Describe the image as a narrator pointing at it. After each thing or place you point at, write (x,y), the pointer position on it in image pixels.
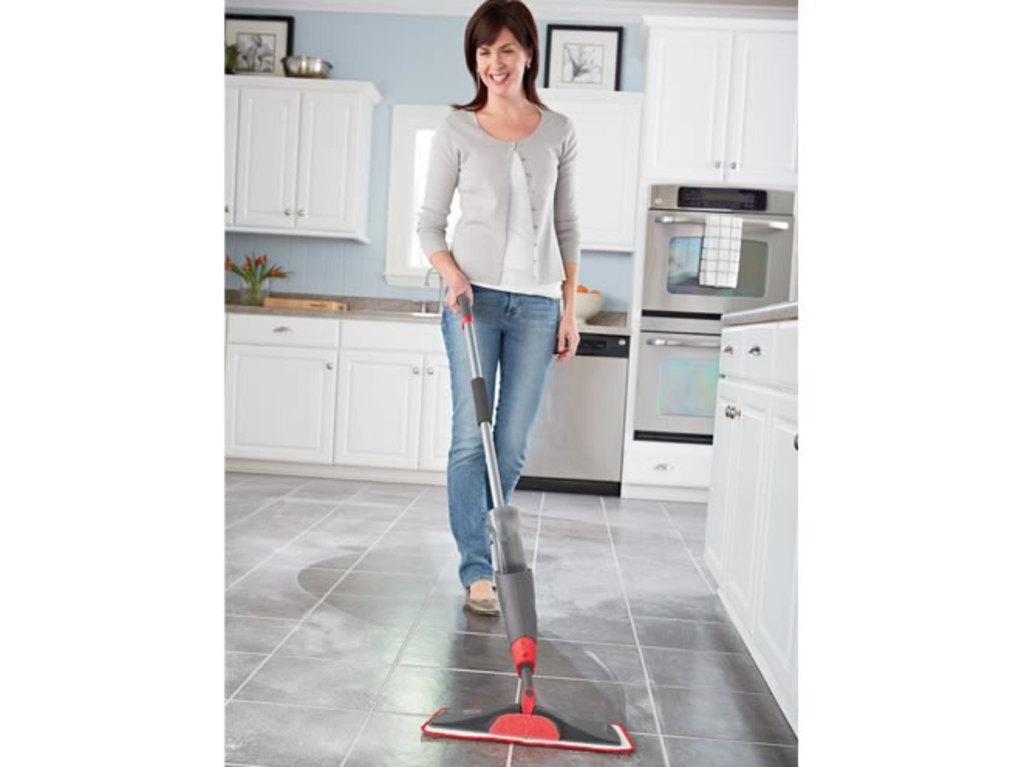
In this image woman (462,350) is cleaning the floor (538,667). At the backside of her there is a wooden cupboard (404,360). On top of the wooden cupboard (392,327) there is a sink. Beside the sink (426,311) there is a bowl (586,306) full of fruits (587,292) and there is a flower pot (268,262). At the top of the wooden cupboard (290,139) there is a photo frame (285,46). Beside the cupboard (431,383) there is a dishwasher (586,410). At the right side of the image (711,350) there is an oven (697,245).
